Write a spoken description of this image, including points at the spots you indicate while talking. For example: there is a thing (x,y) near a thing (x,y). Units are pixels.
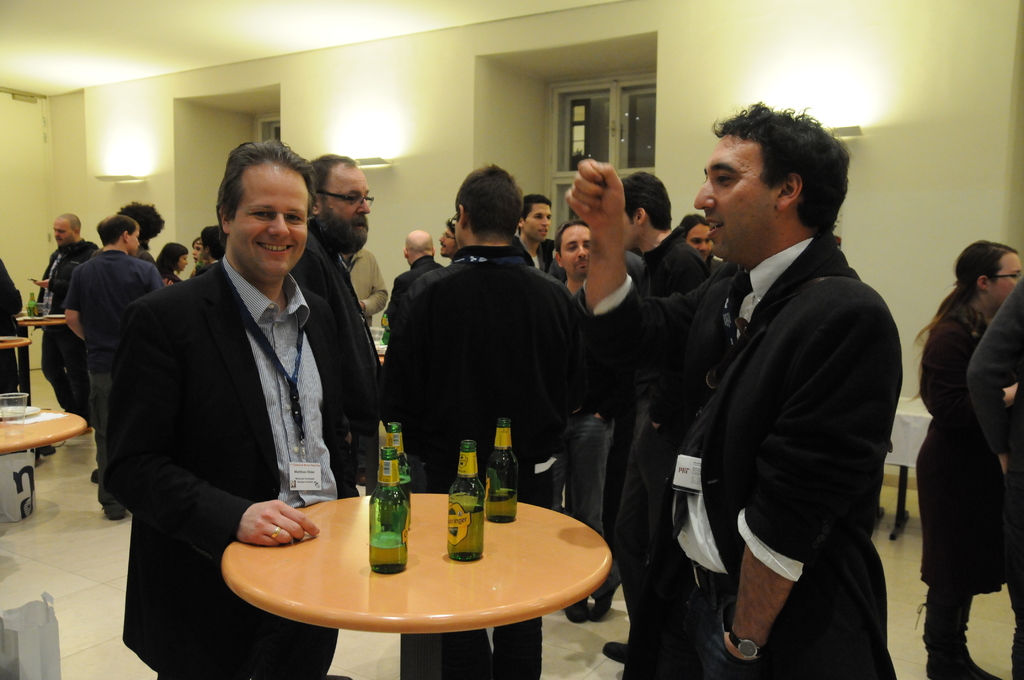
In this image in the foreground (453,547) there is a table (447,596), on which there are some bottles (474,527), in front of table (508,526) there are two persons (324,300) standing, in the background (523,229) there are few people (3,320), tables (47,409), behind them there is the wall (483,136) on which there are some lights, window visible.
